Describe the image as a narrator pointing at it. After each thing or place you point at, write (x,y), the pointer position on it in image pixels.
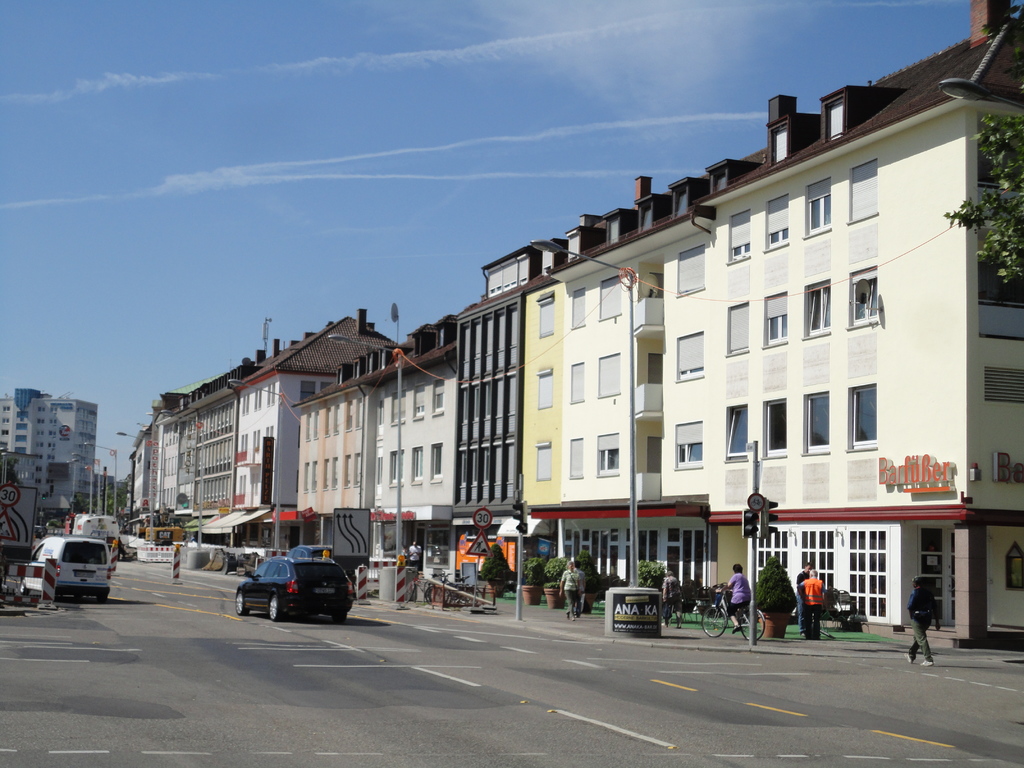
In this picture we can see group of people (744,588) and few vehicles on the road (250,653), beside to them we can find few poles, lights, sign boards (480,538), buildings (509,487) and trees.
